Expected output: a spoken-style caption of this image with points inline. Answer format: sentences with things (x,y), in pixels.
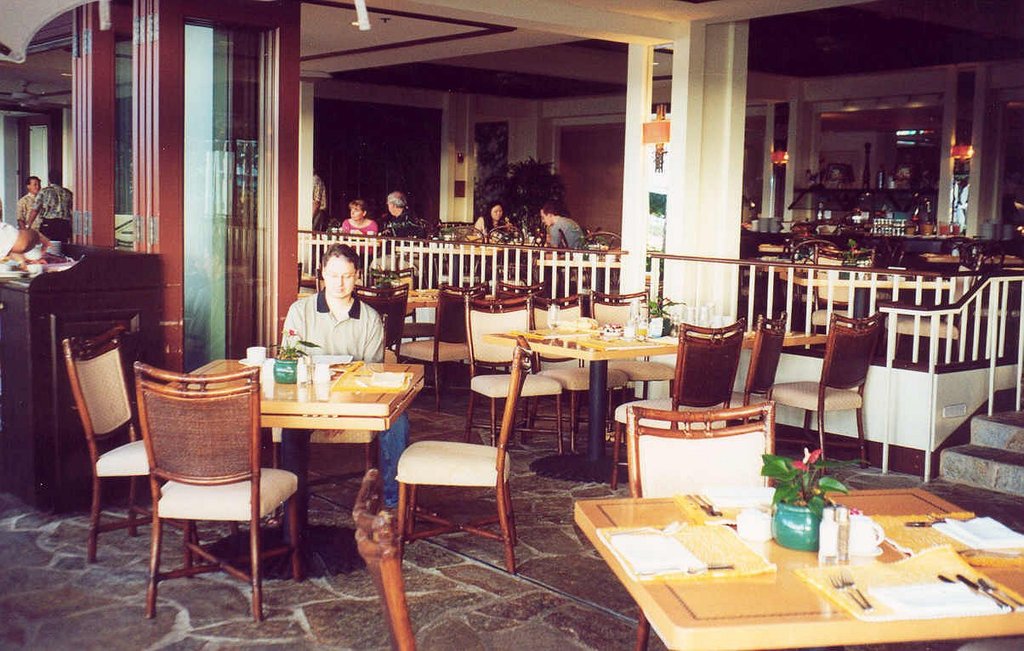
In this image, There are some tables (546,468) which are in yellow color and there are some chairs (493,447) in brown color and in the left side (328,302) there is a man (328,320) sitting on the chair (328,438), In the background (634,209) there is a wall (683,129) in white color and brown color wooden doors (217,132) and there are some people (495,222) sitting on the chairs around the table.
